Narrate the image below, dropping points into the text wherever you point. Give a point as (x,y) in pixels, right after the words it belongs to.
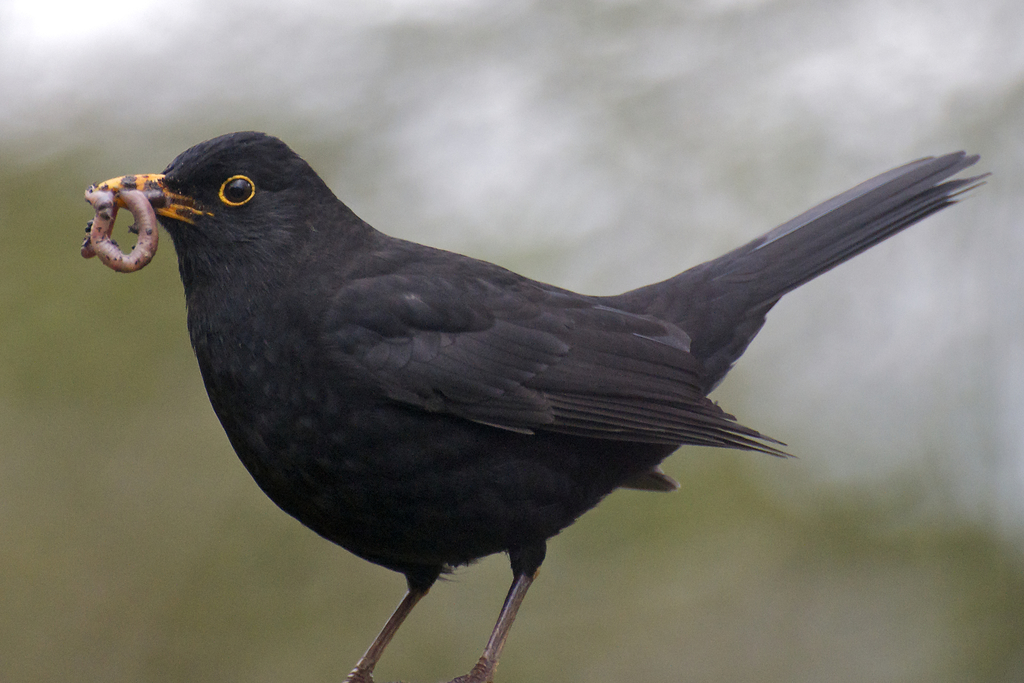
In this picture we can see a bird (408,452) holding a worm (143,235) with its mouth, we can see a blurry background (641,149).
